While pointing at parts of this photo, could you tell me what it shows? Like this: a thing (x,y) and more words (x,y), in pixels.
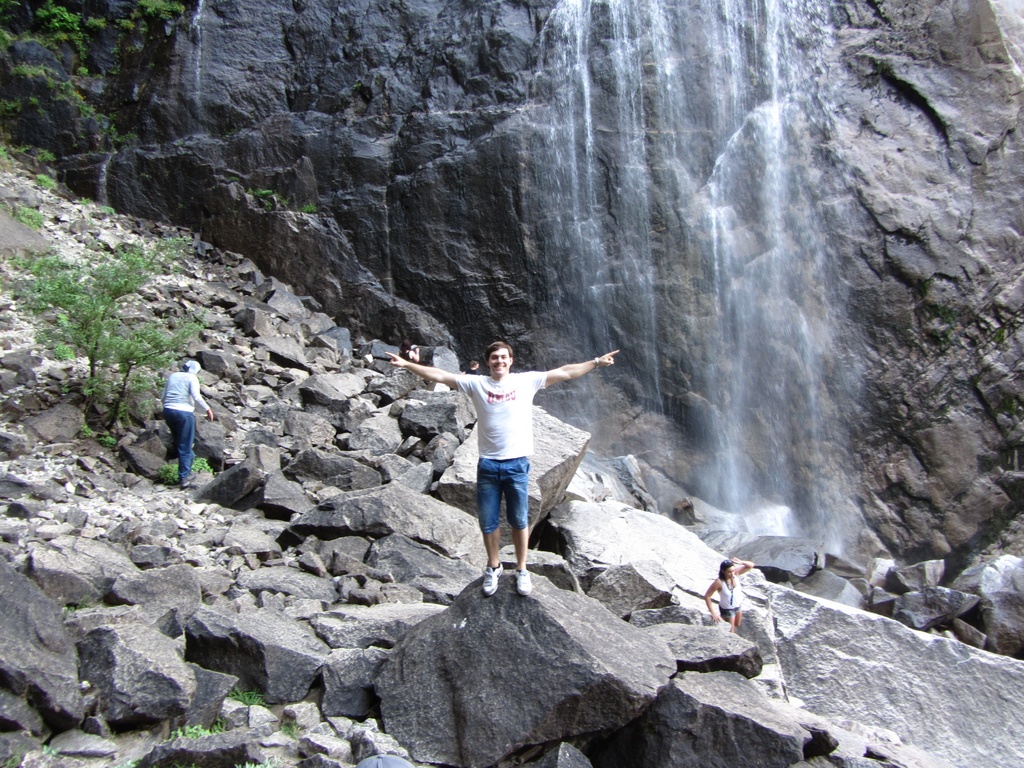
In this picture there is a man (538,388) who is standing on the stone (518,627). On the left (174,375) there is a woman (168,393) who is standing near the tree (128,370). In the background (561,79) we can see waterfall (605,178) and the stone mountains (930,312).
